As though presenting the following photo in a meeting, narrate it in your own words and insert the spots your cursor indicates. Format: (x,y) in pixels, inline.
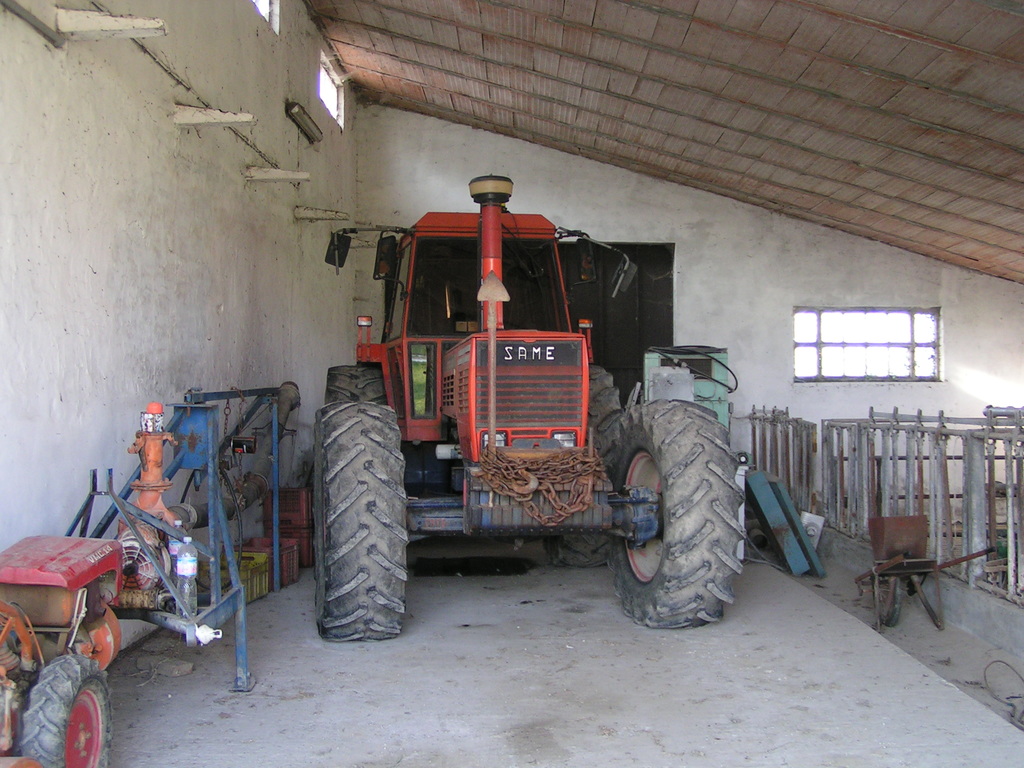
In this image, I can see a tractor (372,348). On the left side of the image (74,555), I can see mini tractor (69,702) and baskets (269,545) on the floor (140,662). On the right side of the image (776,495), there are few objects (989,455). In the background (805,352), there is a window (843,353) to the wall (683,270). At the top of the image (617,116), I can see the ceiling (876,43) and windows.
